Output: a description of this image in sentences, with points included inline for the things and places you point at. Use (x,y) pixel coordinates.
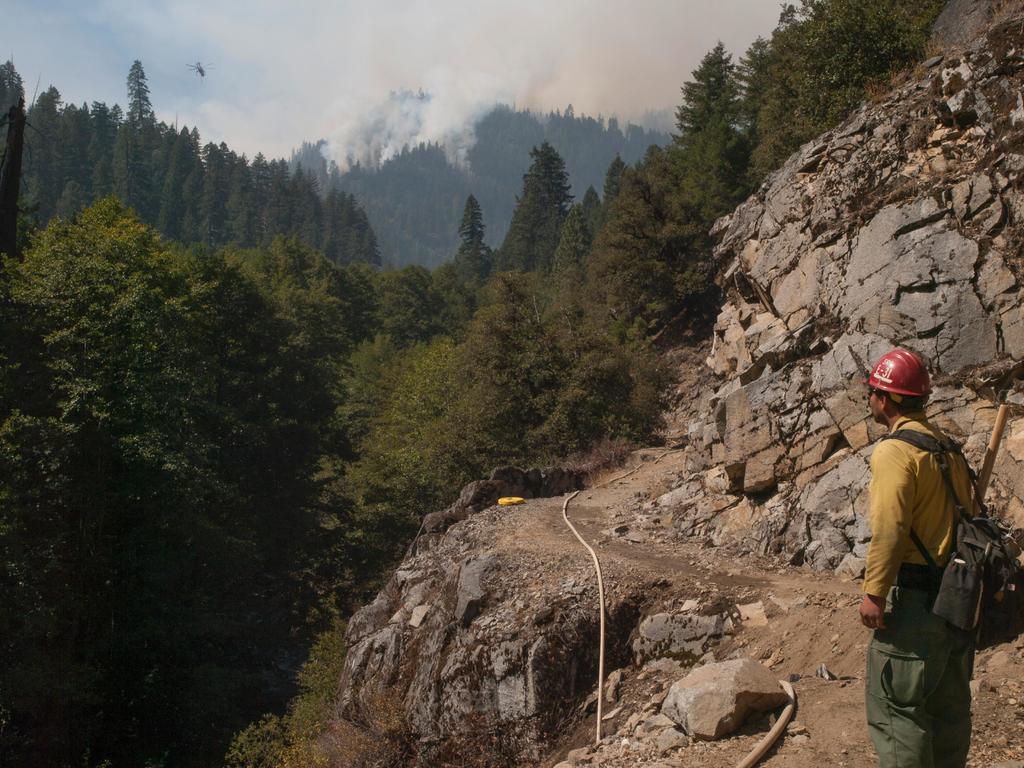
In this image on the right side (886,474) there is one person (922,537) standing, and he is wearing a bag (980,518) and helmet (918,362) and there are some rocks (747,335), mountains (936,159) and there is a pipe (598,683) at the bottom (582,537). And on the left side of the image (109,295) there are trees (109,295), in the background (376,110) there is some fog (432,140) and at the top (481,33) there is sky (332,53).
